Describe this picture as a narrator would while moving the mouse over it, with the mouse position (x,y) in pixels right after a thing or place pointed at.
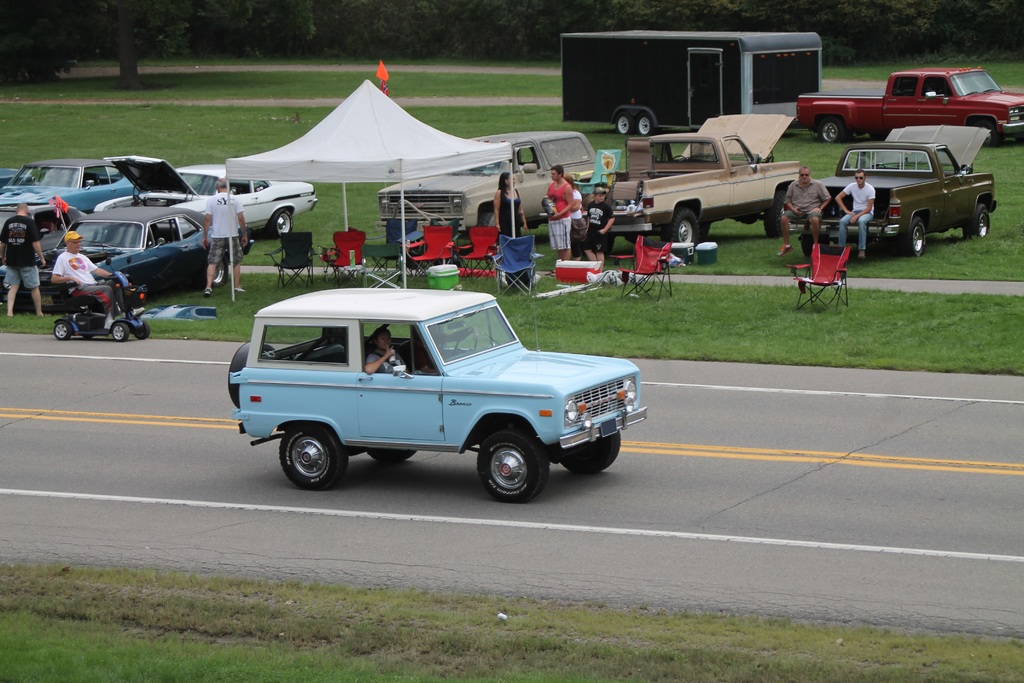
In this picture, we can see a man (390,349) is sitting in a car (390,386) and behind the car (315,399) there are groups of people (77,238), chairs (342,236), tent (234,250), plastic container (709,253) and some vehicles (695,170) are parked on the path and at the background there are trees (161,55).
